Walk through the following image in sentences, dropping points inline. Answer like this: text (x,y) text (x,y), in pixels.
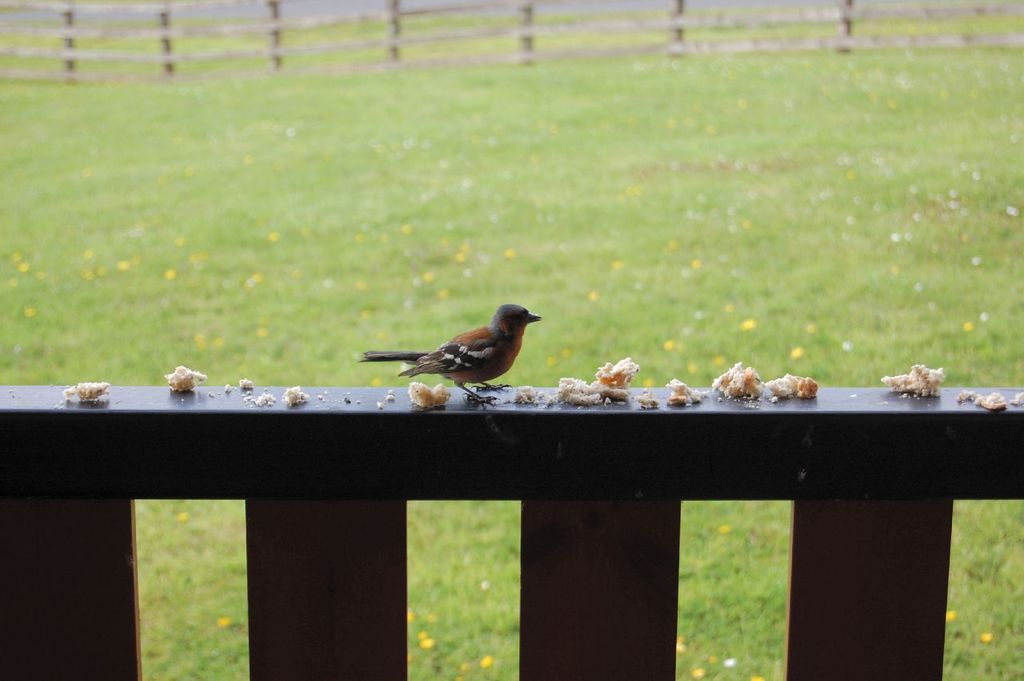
In this picture we can observe a bird (462,342) on the brown color railing (444,424). There is some food (569,395) placed on the railing (247,396). The bird (477,355) is in brown color. In the background (164,71) we can observe a wooden railing (41,32). There is some grass (544,40) on the ground (417,204).
